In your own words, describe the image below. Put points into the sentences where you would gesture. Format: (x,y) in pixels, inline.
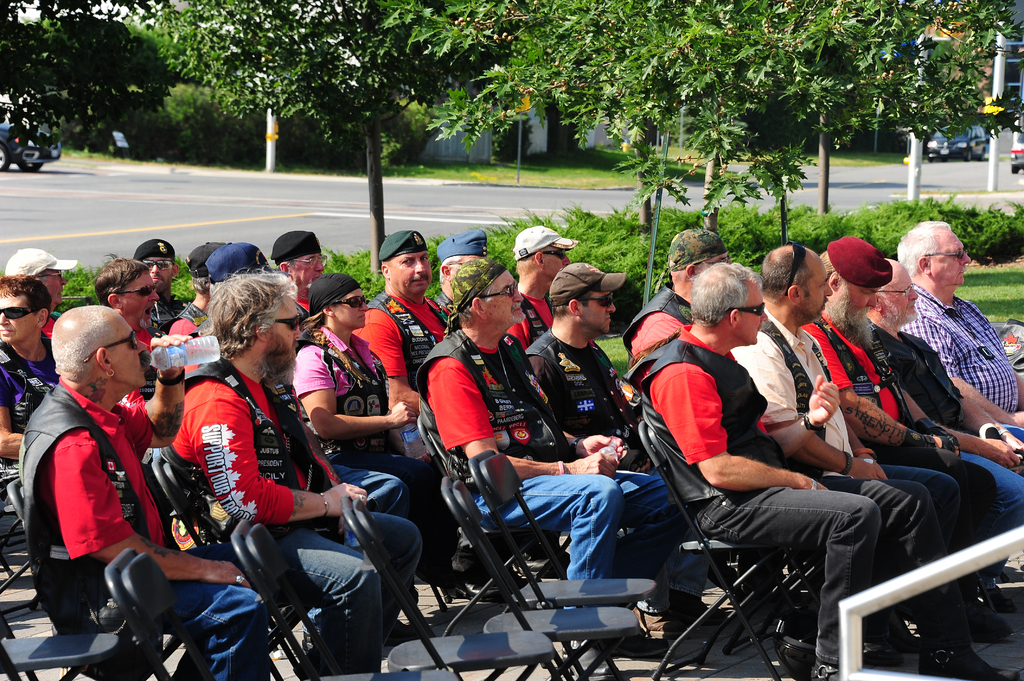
In this picture there are few persons (441,389) sitting in chairs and there are few chairs (502,625) left empty and there are few plants (799,213) and trees (365,71) in the background (319,51) and there is a vehicle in the left corner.
